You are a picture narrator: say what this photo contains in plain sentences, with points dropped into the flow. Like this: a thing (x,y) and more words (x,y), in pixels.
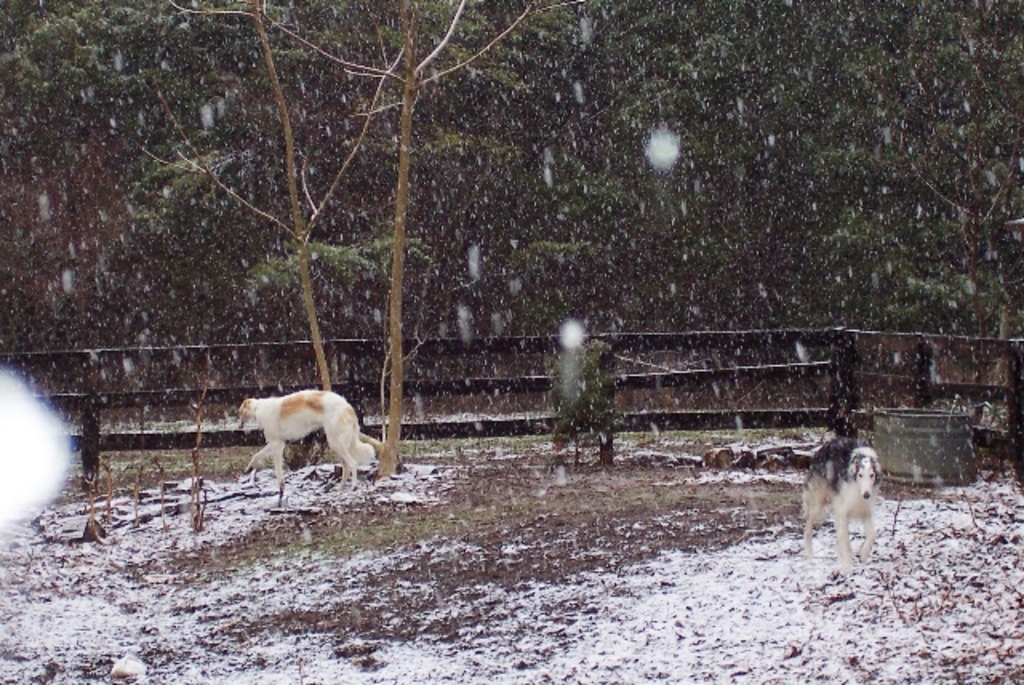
In this picture we can observe animals (314,426) walking on the ground (405,566). There is a snowfall. We can observe some snow (204,656) on the ground (459,649). There is a wooden railing (615,373). In the background (307,164) there are trees (390,205).
